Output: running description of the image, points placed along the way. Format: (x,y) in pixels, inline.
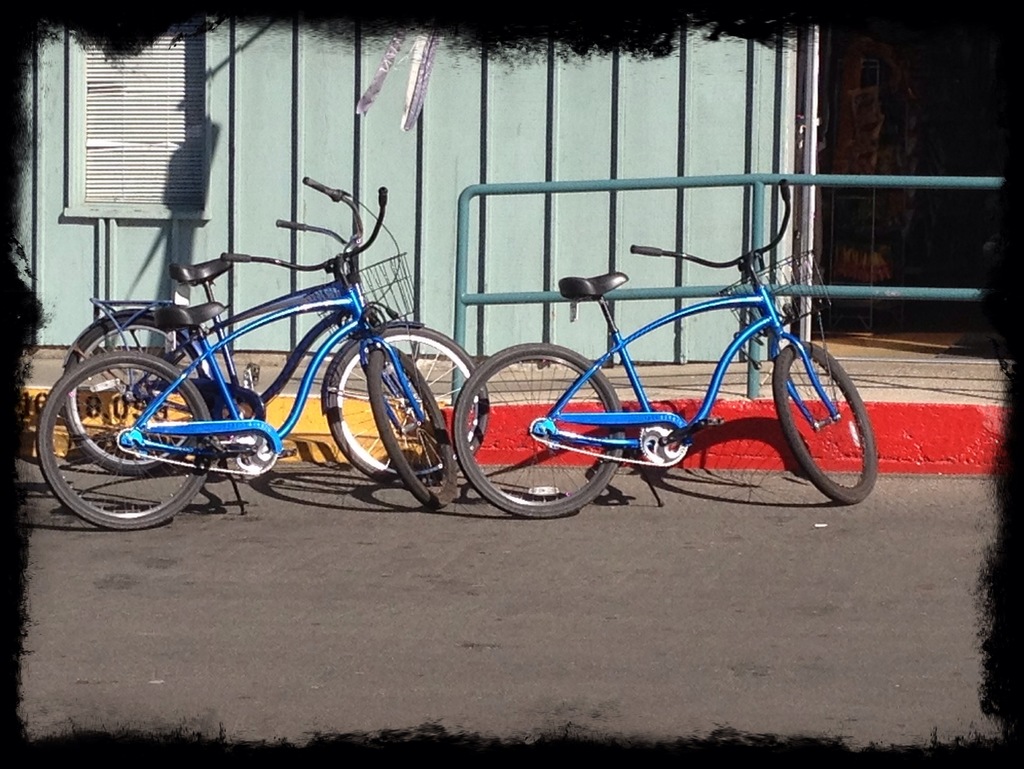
In this image in the center (498,359) there are cycles (355,353), on the right side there is a railing (963,296) and in the background (376,66) there is a building (372,128), and window (183,95). And at the bottom (780,589) there is road (732,620).
